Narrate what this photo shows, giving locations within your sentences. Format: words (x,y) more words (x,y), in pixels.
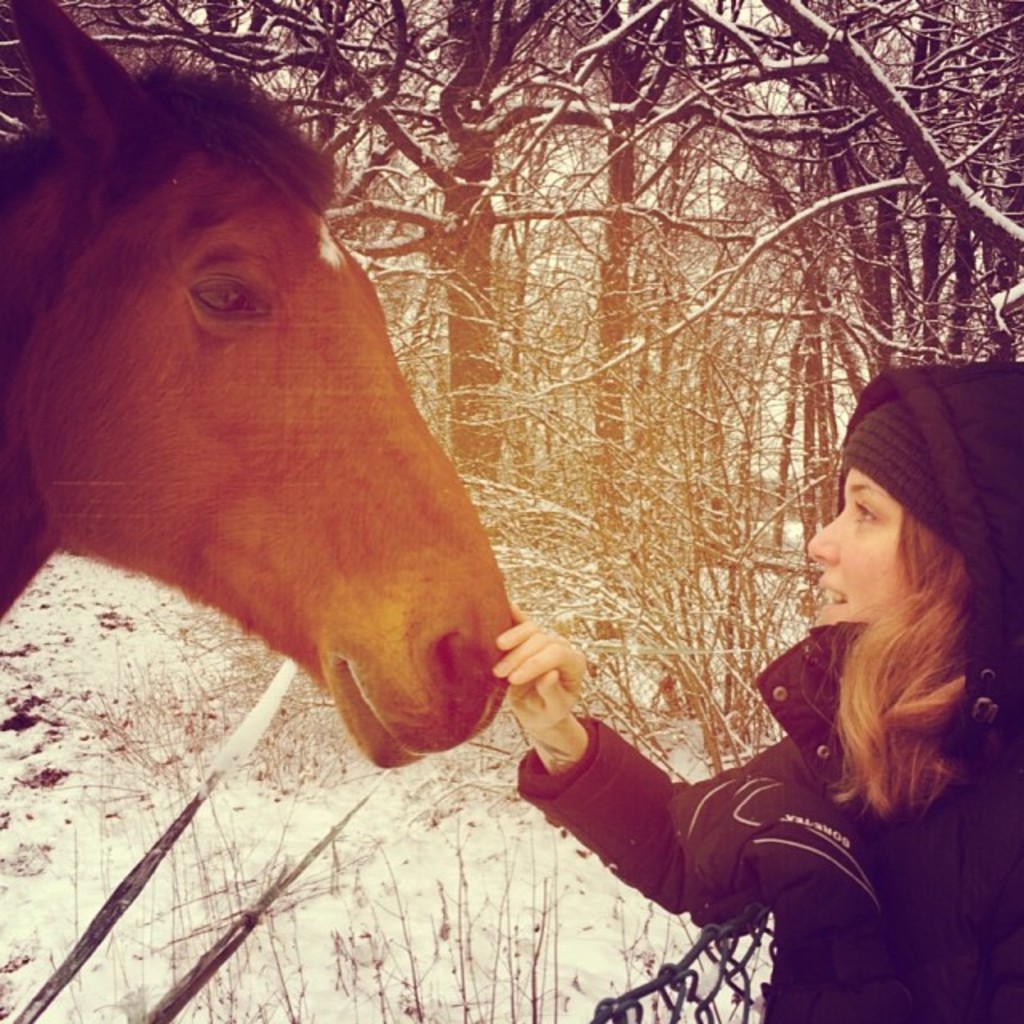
As we can see in the image there are dry trees (561,212), horse (374,368) and a woman (855,503).
